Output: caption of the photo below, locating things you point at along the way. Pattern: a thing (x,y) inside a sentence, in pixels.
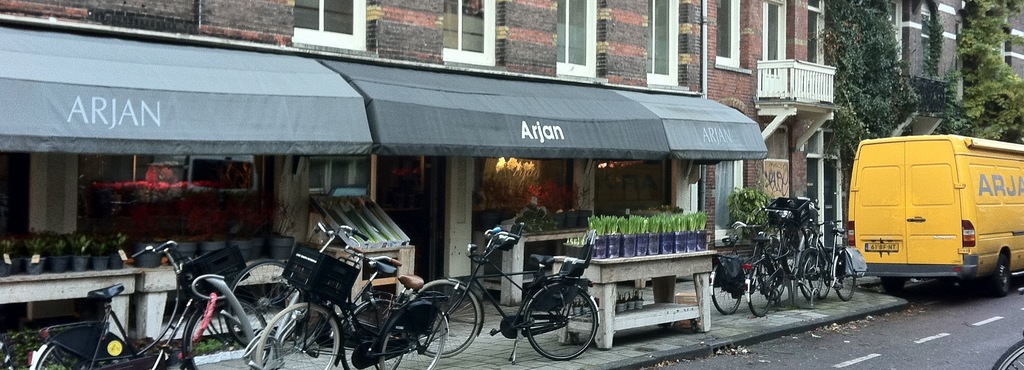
In the image we can see a building (520,47) and the windows (314,24) of the building (292,27), there are even bicycles (364,312) and a vehicle (957,232). There is a road (976,315) and white lines (928,335) on the road (928,327), plant (857,83), and footpath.
